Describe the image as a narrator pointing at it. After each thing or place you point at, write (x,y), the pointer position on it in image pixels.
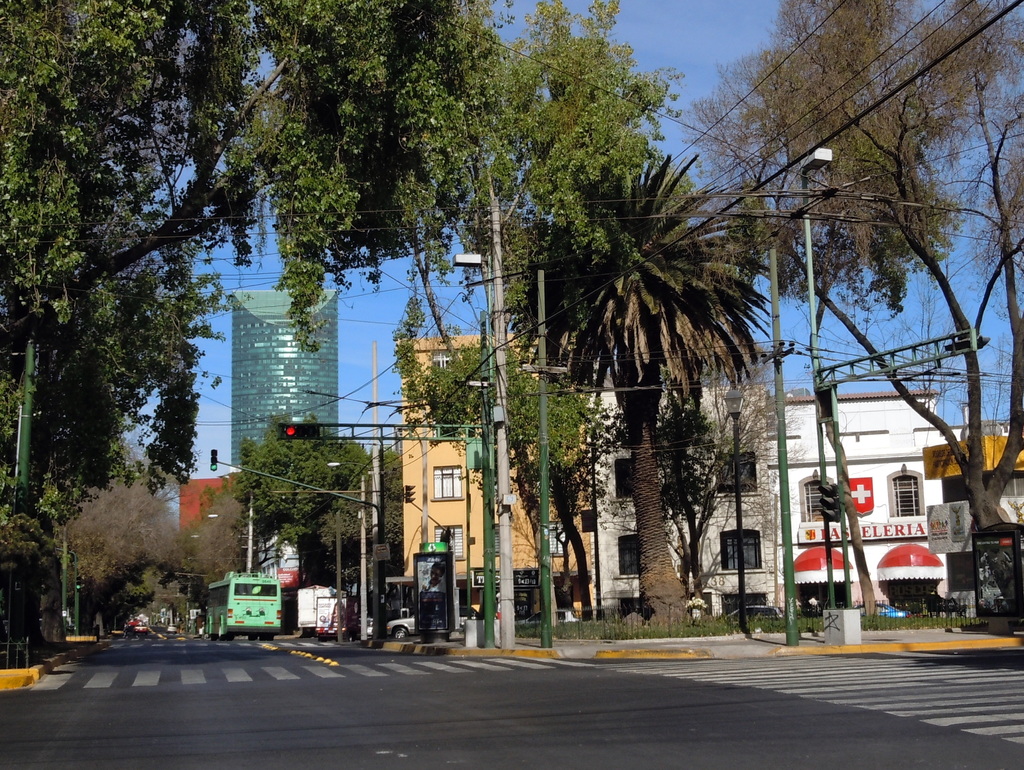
In this image I can see roads (577,705) and on these roads (364,717) I can see white lines (570,664) and few vehicles (311,634). I can also see number of trees (314,515), number of poles (507,560), street lights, wires (652,104), signal lights (289,429), buildings (243,411) and the sky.
